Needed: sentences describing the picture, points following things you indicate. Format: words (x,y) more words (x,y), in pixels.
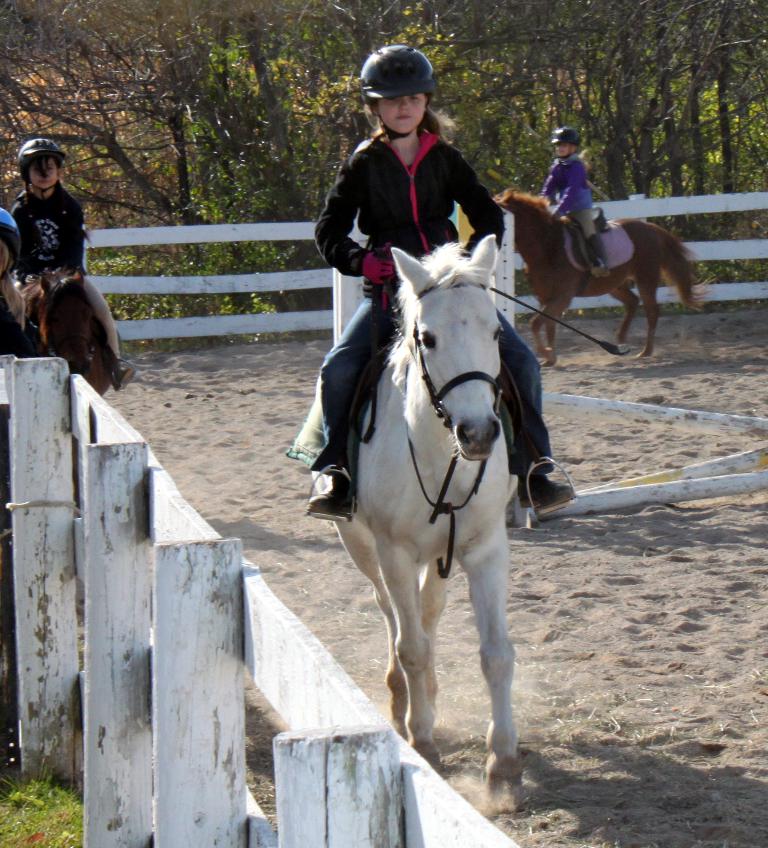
In this picture we can see three persons (587,196) riding horses (540,265), at the bottom (672,685) there is sand (675,670), these people (476,237) wore helmets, in the background (462,30) there are some trees (345,73), at the left bottom (41,809) there is grass (73,823).
